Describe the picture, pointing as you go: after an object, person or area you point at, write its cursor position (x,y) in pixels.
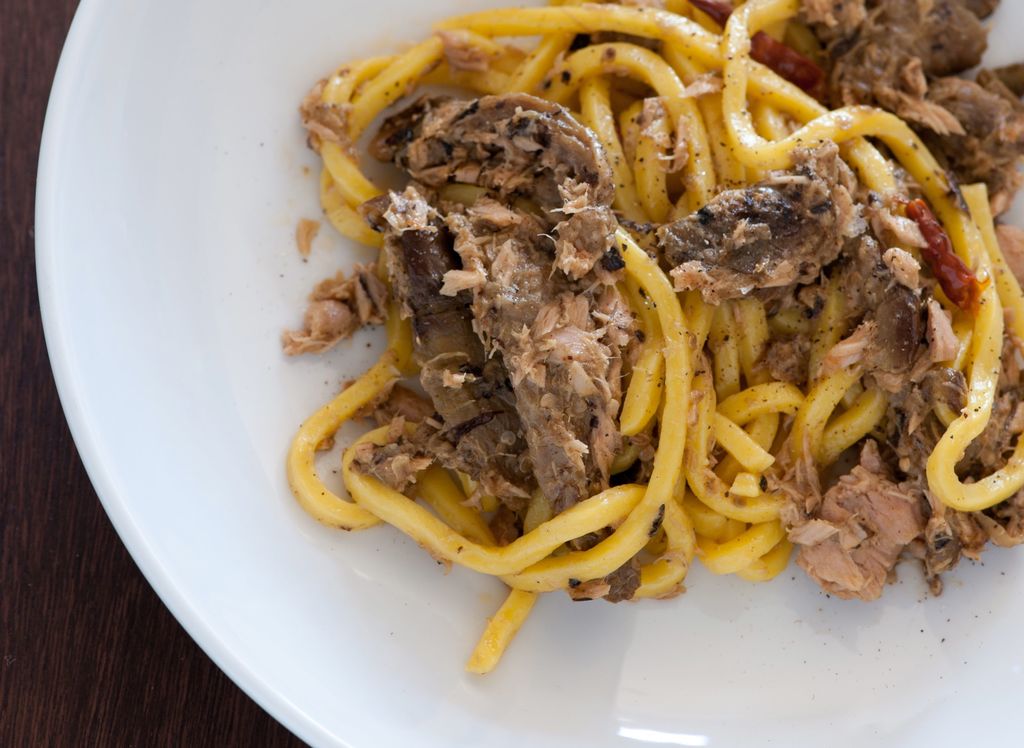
In this image I can see food (525,338) is on the white plate (278,75). White plate (82,133) is kept on the wooden surface (99,611).
